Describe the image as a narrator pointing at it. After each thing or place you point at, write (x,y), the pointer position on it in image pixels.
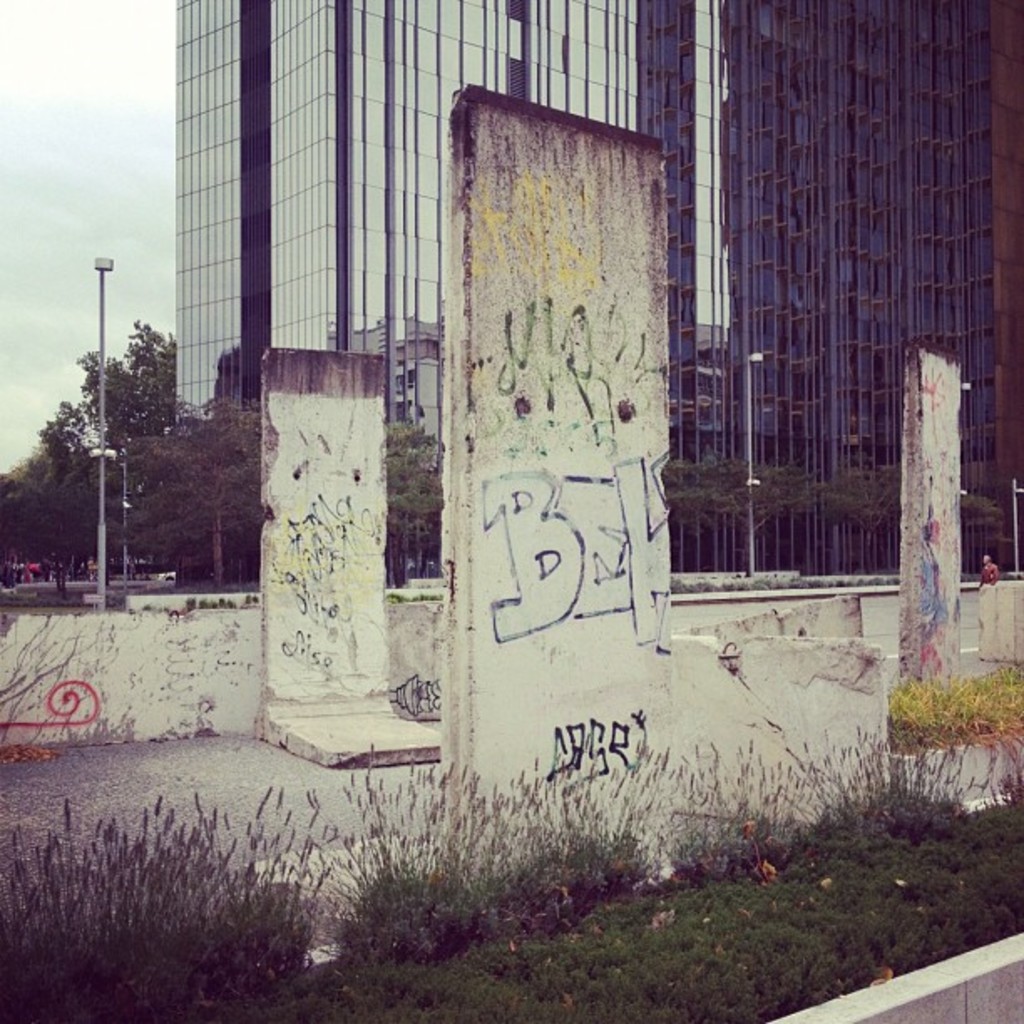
Graffiti (555,558) is on stones (1000,596). In-front of these stones (625,619) there are plants (837,779) and grass (671,916). Background (857,124) we can see building (708,191), trees (158,430) and light poles (109,453). To this building (756,265) there are glass windows (827,252).
